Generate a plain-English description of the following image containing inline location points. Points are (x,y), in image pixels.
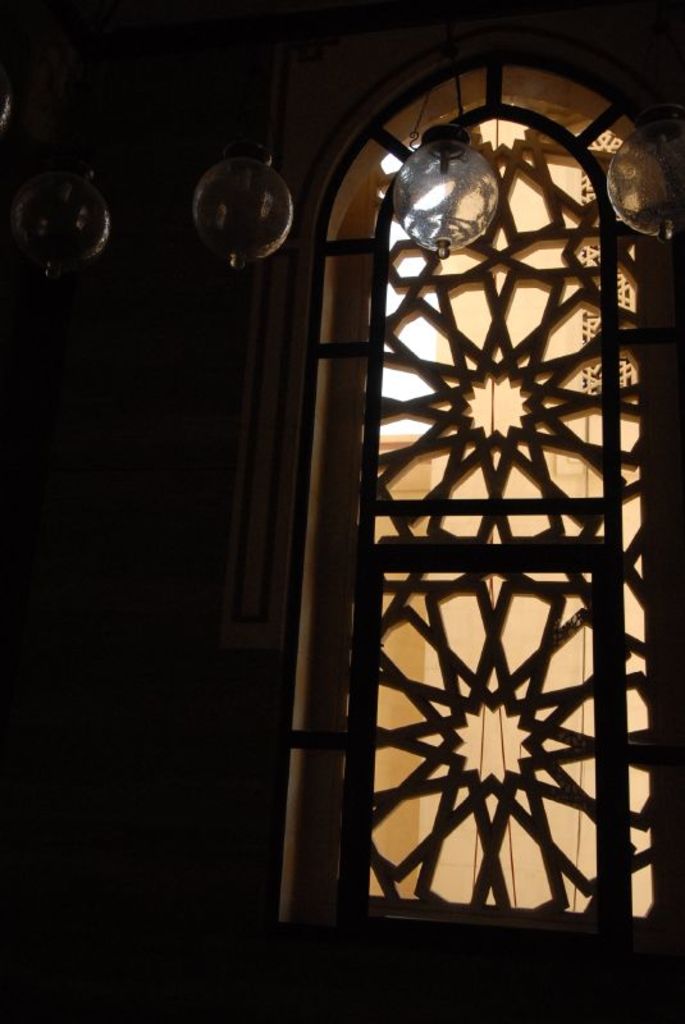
In this image, I can see a window (372,370) with a design (474,779). At the top of the image (476,186), there are glass lanterns (288,200) hanging.
